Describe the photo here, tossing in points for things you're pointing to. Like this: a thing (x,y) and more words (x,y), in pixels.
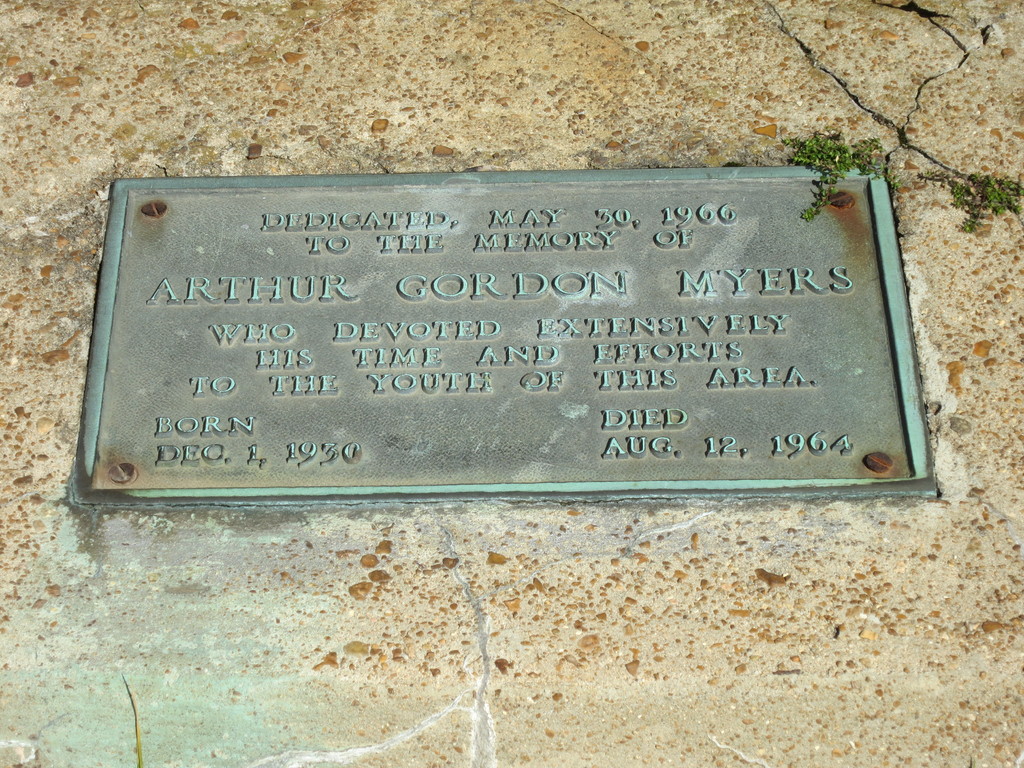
In this picture we can observe a board (466,283) fixed to the wall (597,614). We can observe some words (404,349) carved on this board (604,286). There are small plants (834,172) on the right side (996,211). We can observe a crack (956,45) here.
